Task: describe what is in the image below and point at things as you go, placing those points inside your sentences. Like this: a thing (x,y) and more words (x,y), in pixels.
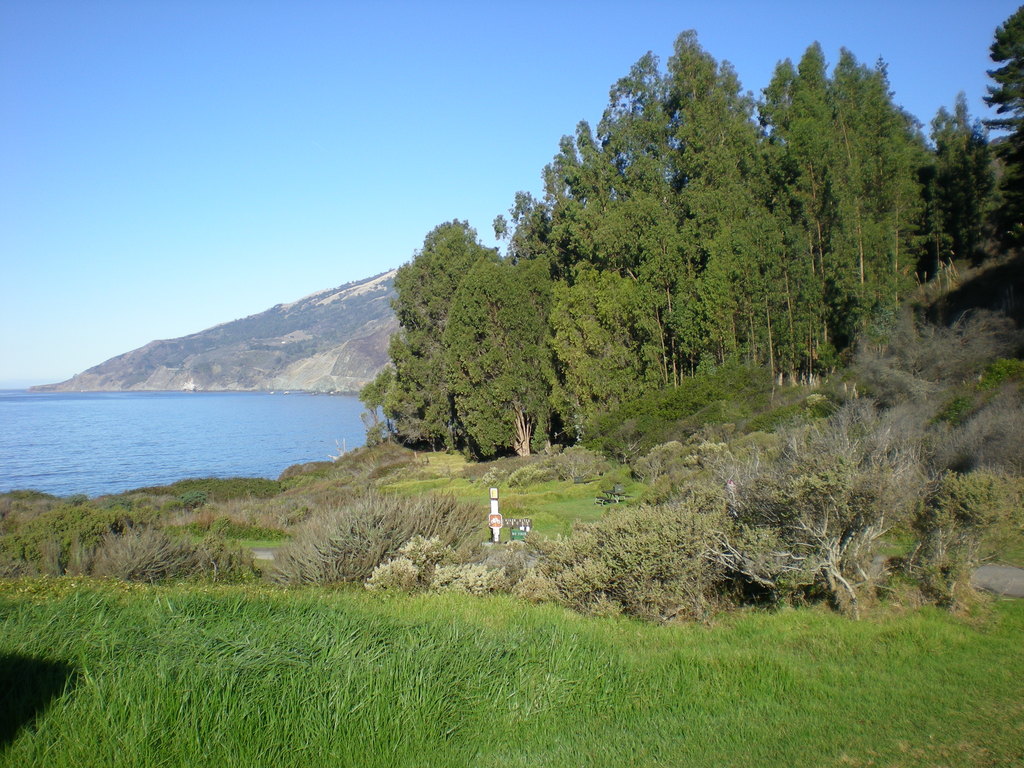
In this image I can observe grass (454,681) in the foreground (401,741). In the middle (662,403) there are some plants (586,471) and trees (766,298). On left side of the image (180,429), there is a sea (280,414) and on the background (327,230) I can observe sky (336,196) and a mountain (354,332).
